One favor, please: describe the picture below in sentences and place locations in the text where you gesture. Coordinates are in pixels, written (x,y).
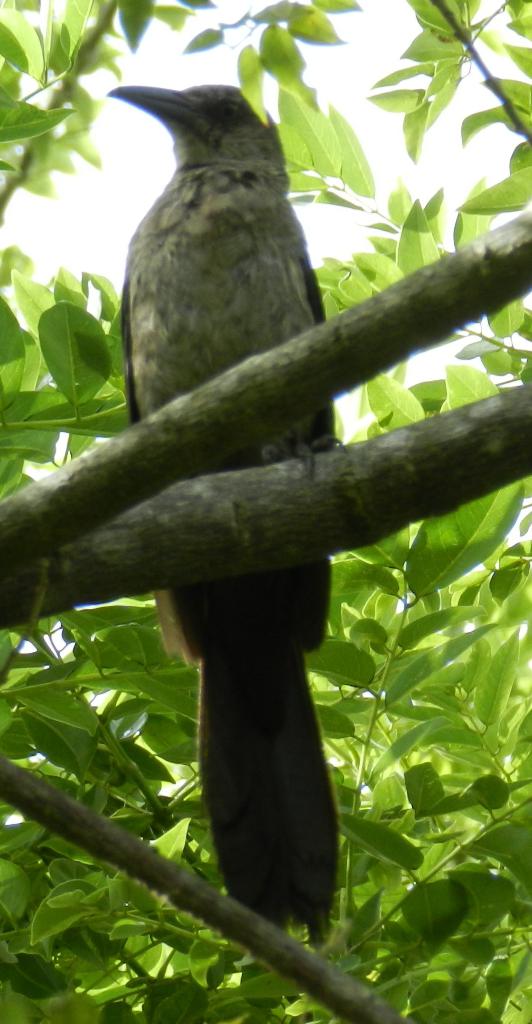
In this image we can see a bird (245,215) on the tree (217,480). In the background (269,97) there is a sky (399,35).
